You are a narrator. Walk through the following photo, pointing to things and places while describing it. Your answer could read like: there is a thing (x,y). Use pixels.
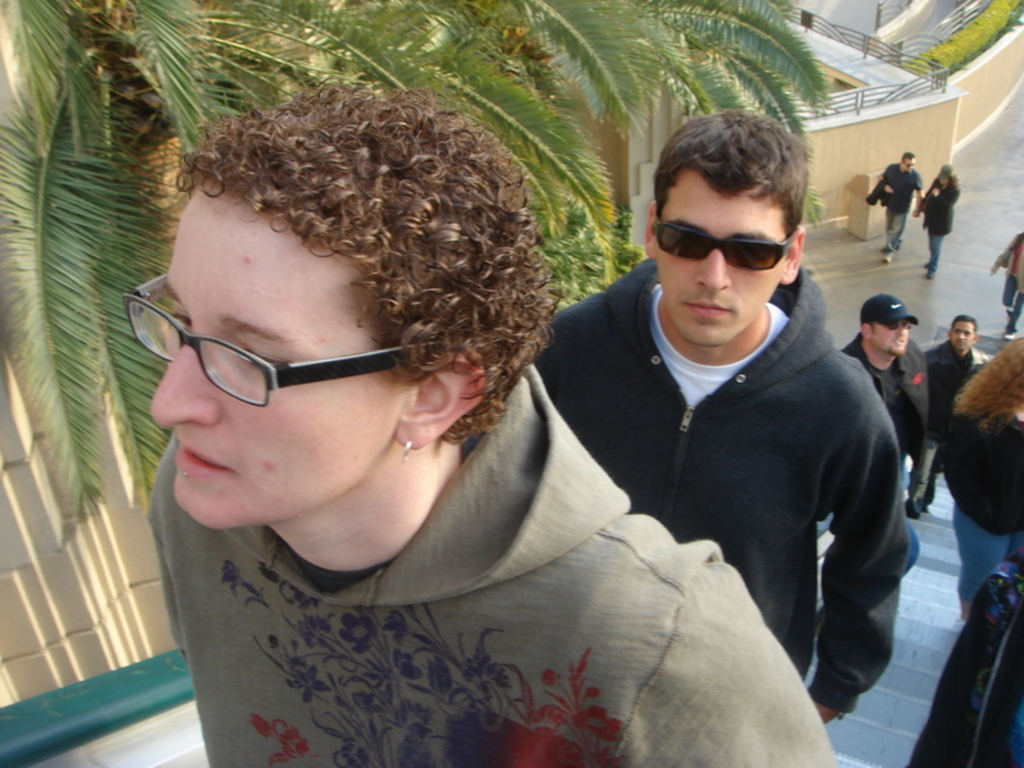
In this image there are few people (720,528) on the stair (925,547). On the ground (885,239) there are few people (903,184) walking. In the background (925,63) there are trees (799,121), wall (995,76), plants (947,53).
